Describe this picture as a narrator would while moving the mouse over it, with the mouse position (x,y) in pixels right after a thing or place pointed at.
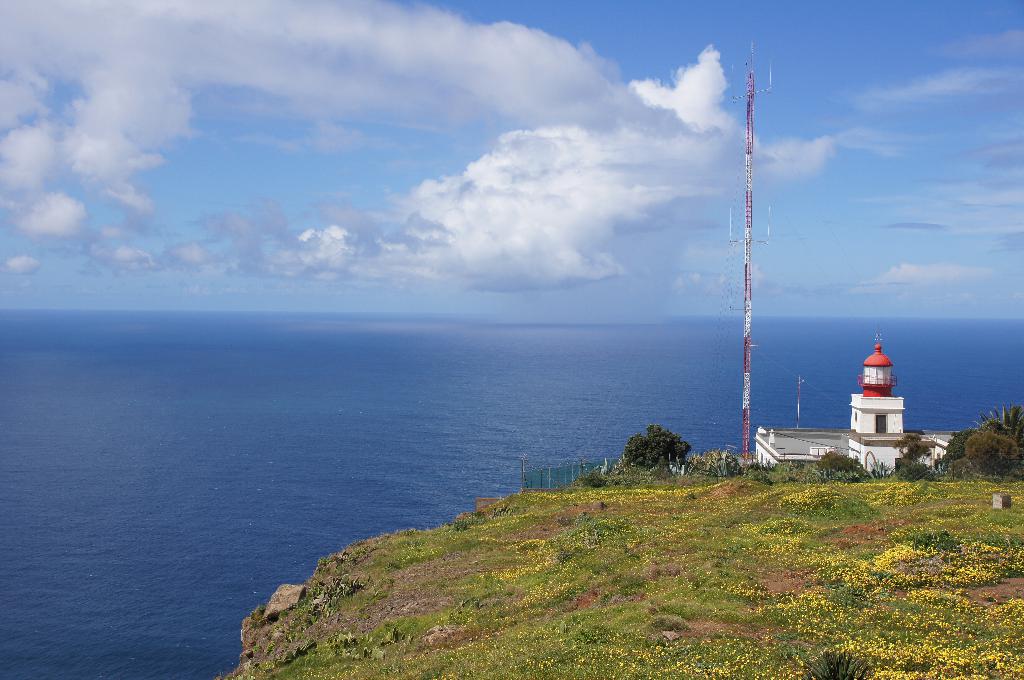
In this image, we can see a lighthouse (865,413) and pole (749,308) on the hill (699,553). There is a sea (719,446) in the middle of the image (488,397). There are some plants (973,562) in the bottom right of the image (757,641). There is a sky (551,64) at the top of the image (684,59).
